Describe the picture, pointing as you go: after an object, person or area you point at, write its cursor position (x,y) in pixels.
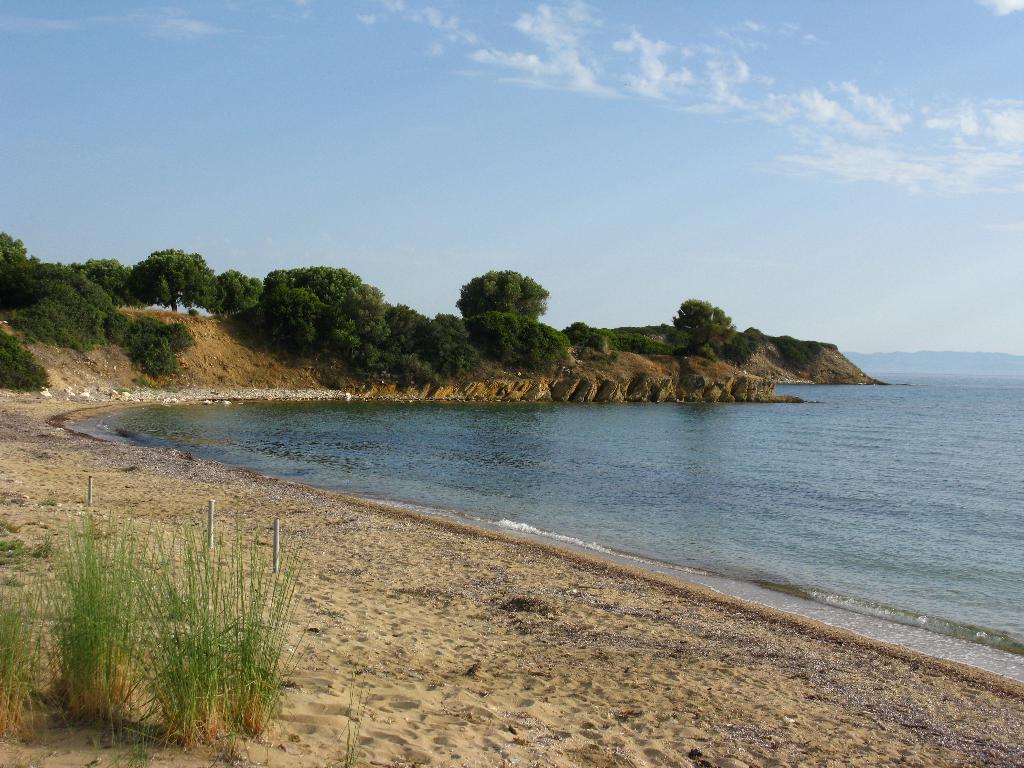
We can see grass (206,614), sand (306,570), poles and water (682,465). In the background (195,303) we can see trees (702,306) and sky (747,83) with clouds (634,62).
